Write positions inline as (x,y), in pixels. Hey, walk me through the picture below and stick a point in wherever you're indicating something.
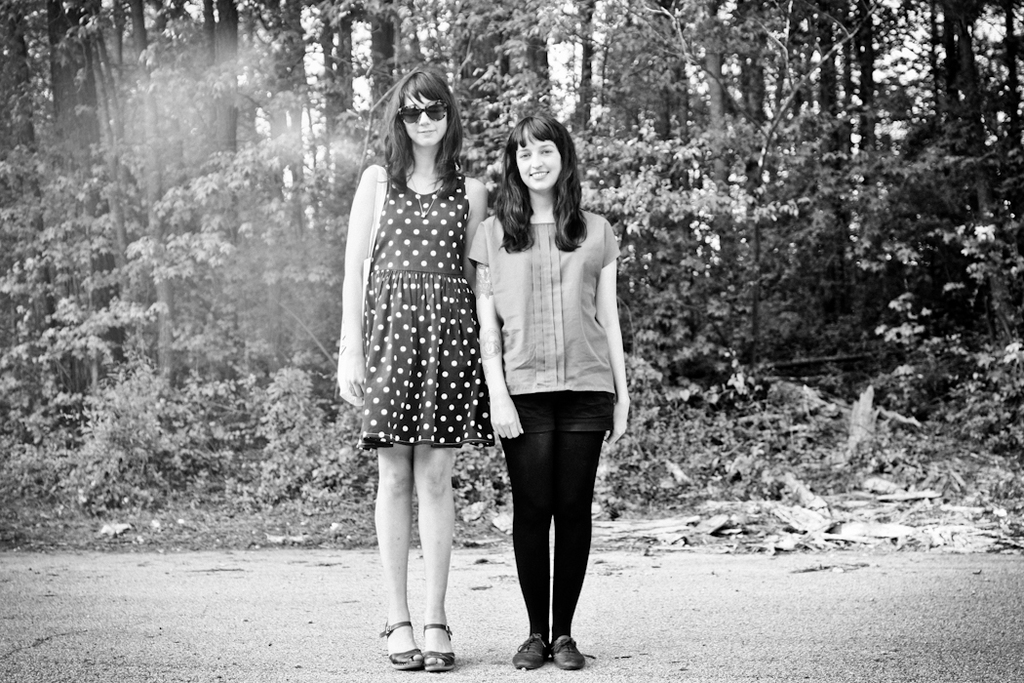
In the middle of the image (595,408) two women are standing and smiling. Behind them there are some trees (61,95).
